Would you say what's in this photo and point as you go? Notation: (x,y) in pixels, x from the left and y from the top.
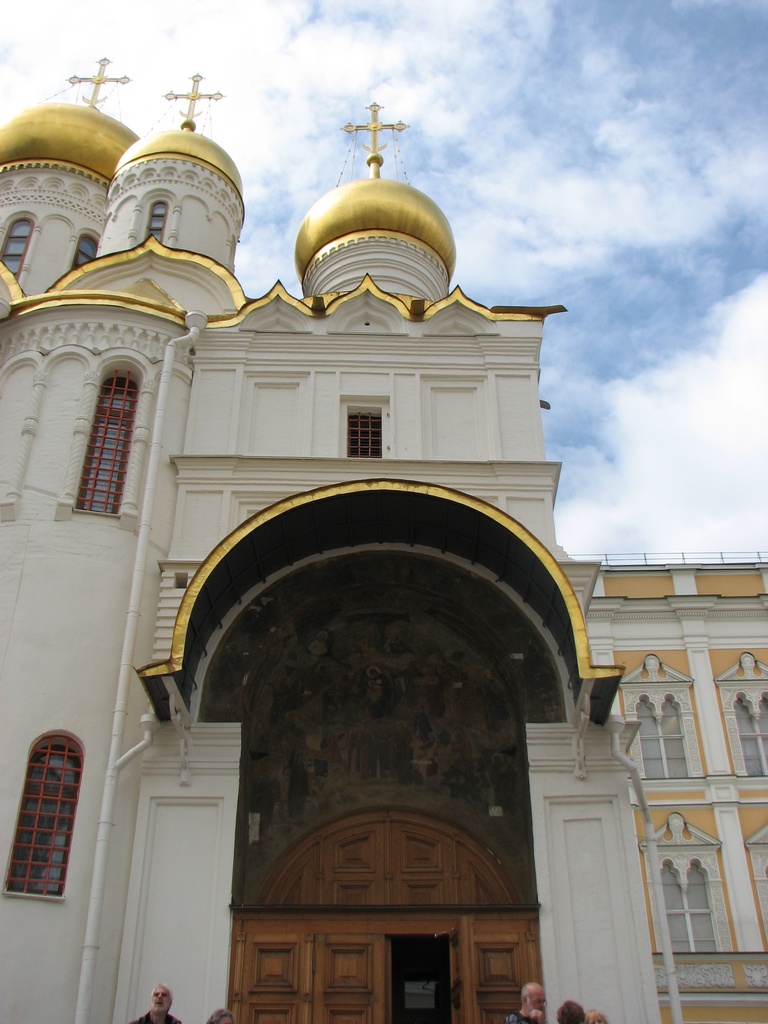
In this picture we can see a building (214,277) with windows (683,743). In front of this building (515,990) we can see some people (543,1004) and in the background (568,202) we can see the sky (540,114) with clouds (600,229).
